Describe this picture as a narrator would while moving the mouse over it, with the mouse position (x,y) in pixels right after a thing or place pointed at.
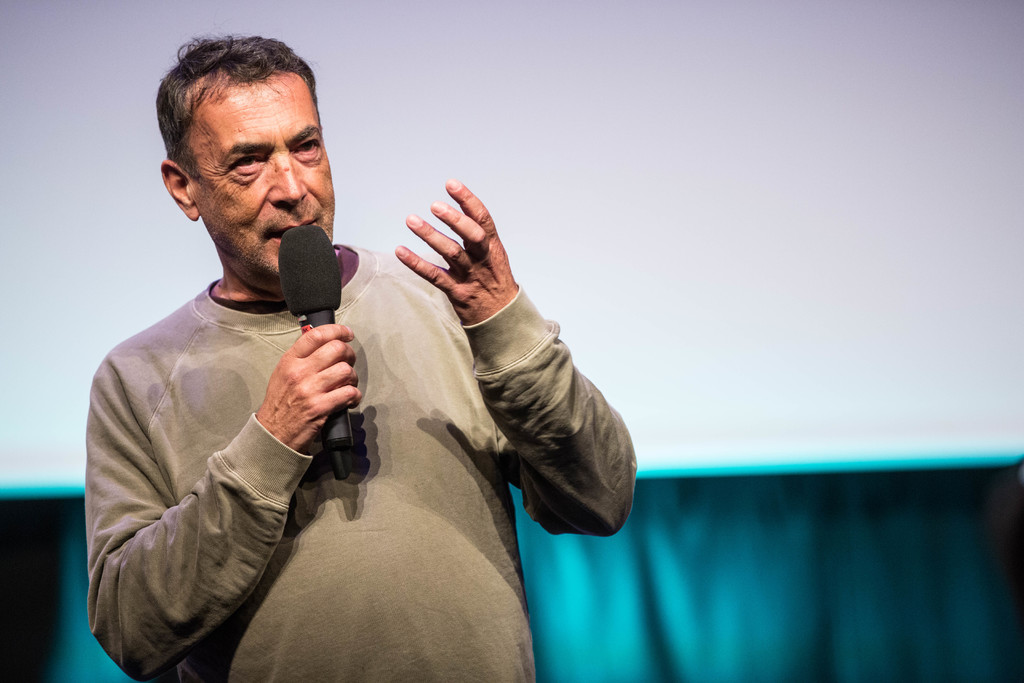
In this image I can see a person (369,513) wearing t shirt (369,513) is standing and holding a microphone (322,296) in his hand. I can see the white and blue colored background (662,301).
